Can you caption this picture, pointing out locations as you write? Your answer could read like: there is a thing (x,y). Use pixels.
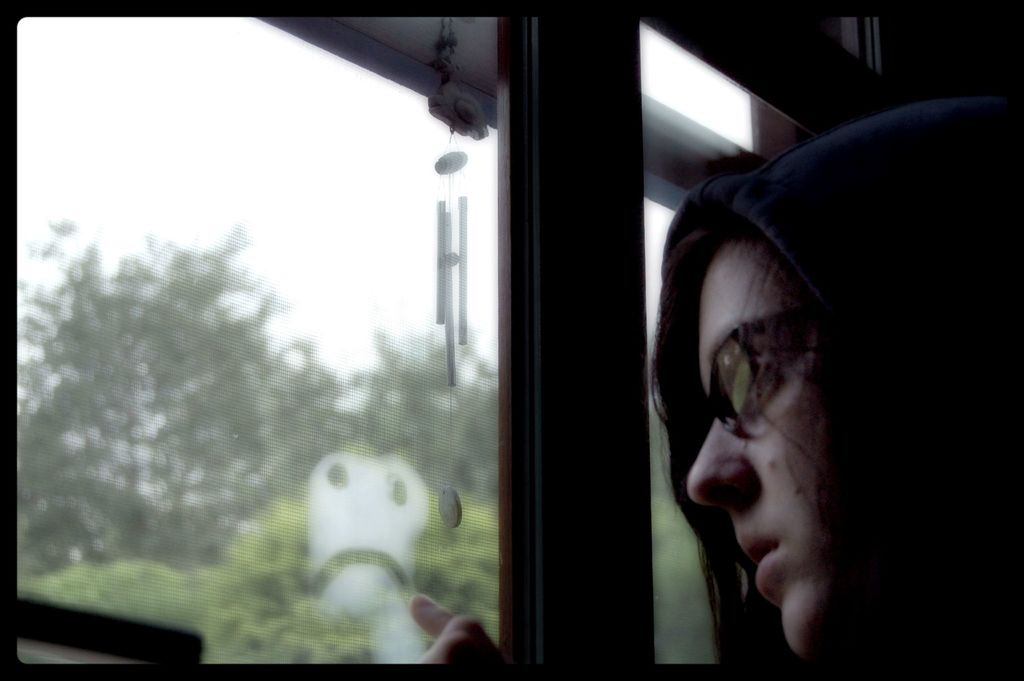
This is the picture of a person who wore spectacles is in front of the glass (436,364) and on the other side there are some trees (401,420) and plants (302,526).
